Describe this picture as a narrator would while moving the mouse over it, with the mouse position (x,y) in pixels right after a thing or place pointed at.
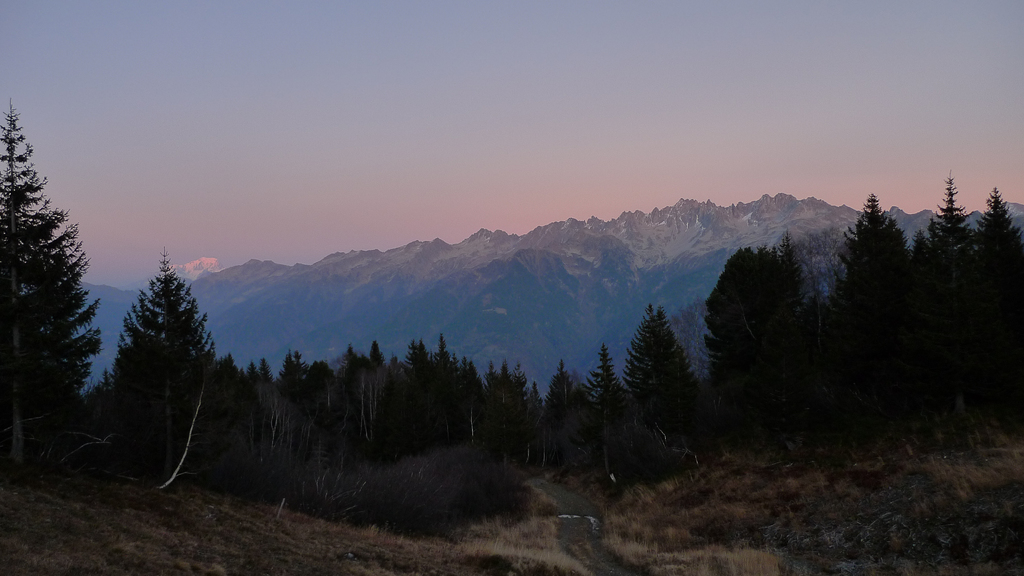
In this image I can see the grass (506,544) and many trees (283,399). In the background (406,269) I can see the mountains (447,264) and the sky (314,167).
